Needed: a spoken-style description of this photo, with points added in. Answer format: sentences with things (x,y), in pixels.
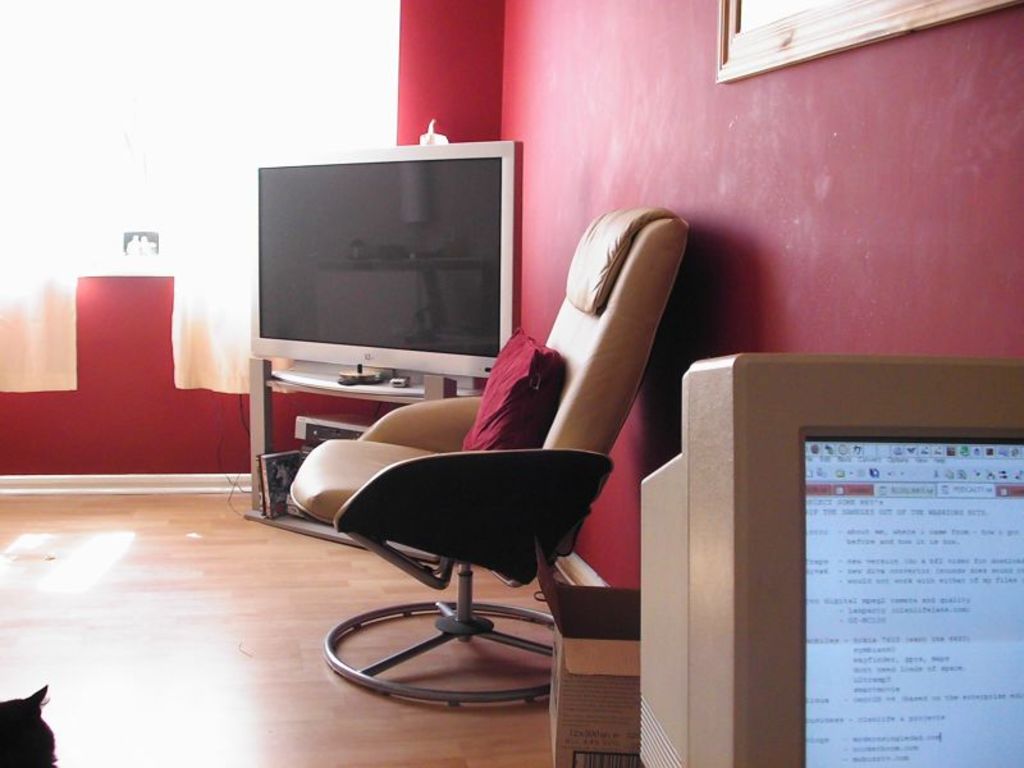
In a room (250,559) there is a television (444,278), chair (445,436), computer monitor (744,640), a cat (42,736) and behind the monitor (691,650) there is a box (607,627) kept on the floor (531,675), in the background (660,205) there is a wall (787,142) and there is a frame (791,36) kept in front of the wall (697,45).
